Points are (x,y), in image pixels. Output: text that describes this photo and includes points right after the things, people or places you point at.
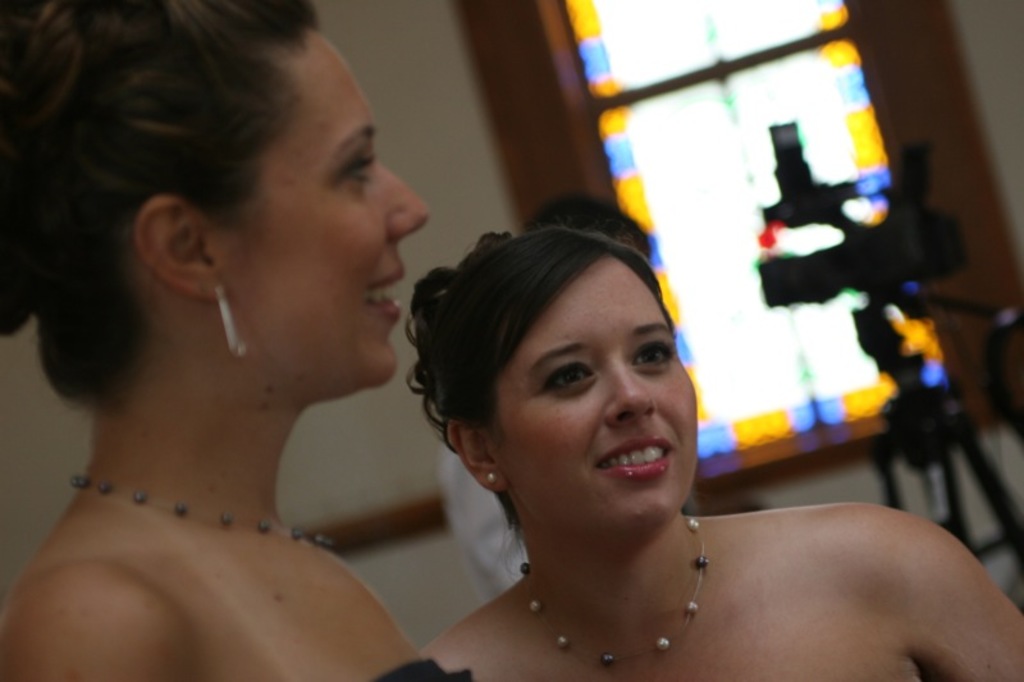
In this image there are two persons (565,403), in this image there is a camera (869,281) on the stand (918,441), there is a window (718,131).
